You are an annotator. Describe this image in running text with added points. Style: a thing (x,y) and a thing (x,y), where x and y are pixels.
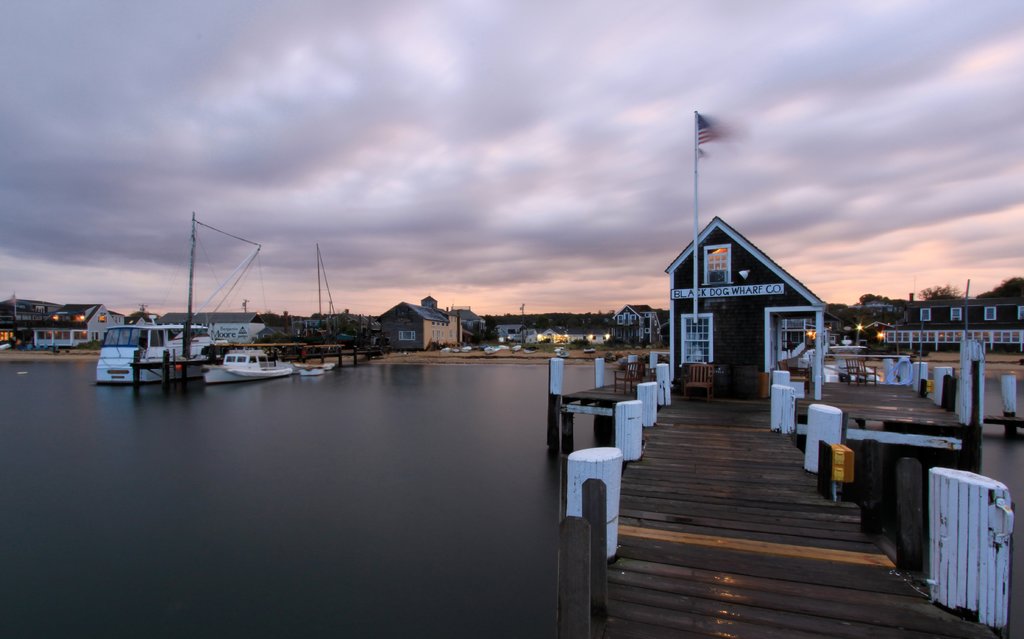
In this picture I can see the water (344,506) at the bottom (359,510), on the left side (217,378) there are boats (231,365), on the right side (716,309) there is a wooden house (714,324) and a flag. I can see few chairs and also in the background (850,315) there are lights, trees (884,321). At the top (491,136) there is the sky (406,217).
